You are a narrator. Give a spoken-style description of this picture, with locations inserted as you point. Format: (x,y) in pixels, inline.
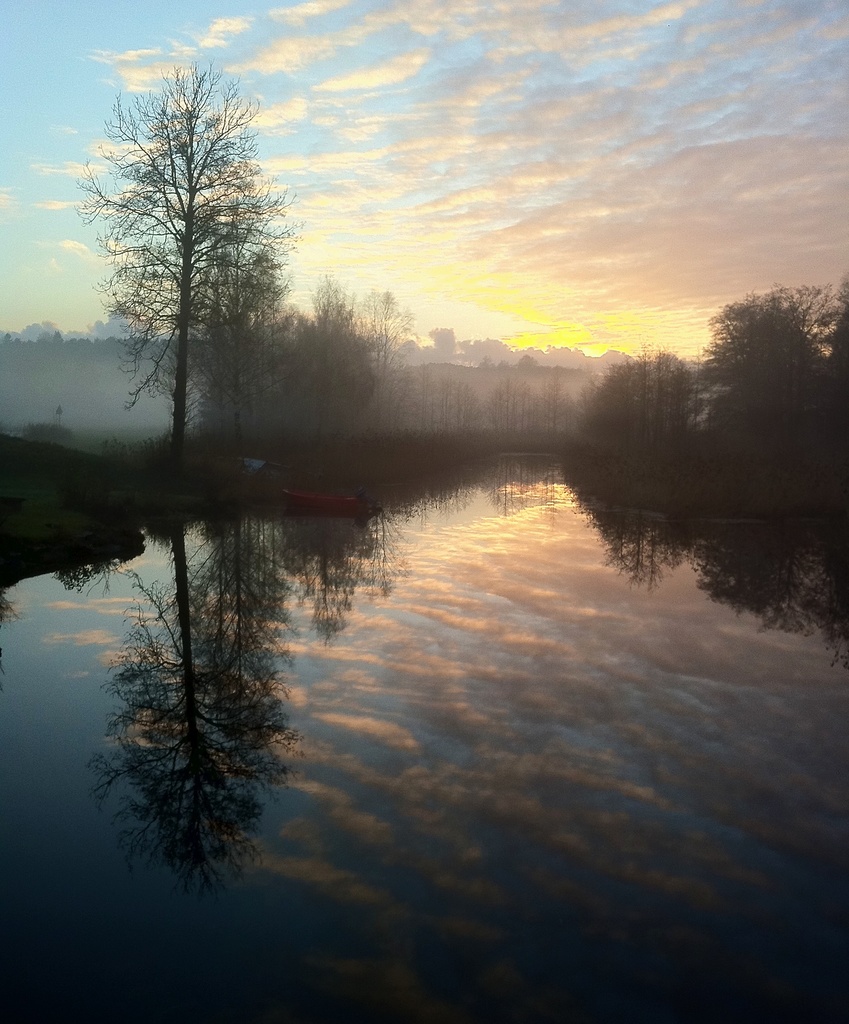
In this image in the front (373,679) there is water (362,668). In the background (272,438) there are trees (668,417) and we can see clouds (410,166) in the sky (340,96).
